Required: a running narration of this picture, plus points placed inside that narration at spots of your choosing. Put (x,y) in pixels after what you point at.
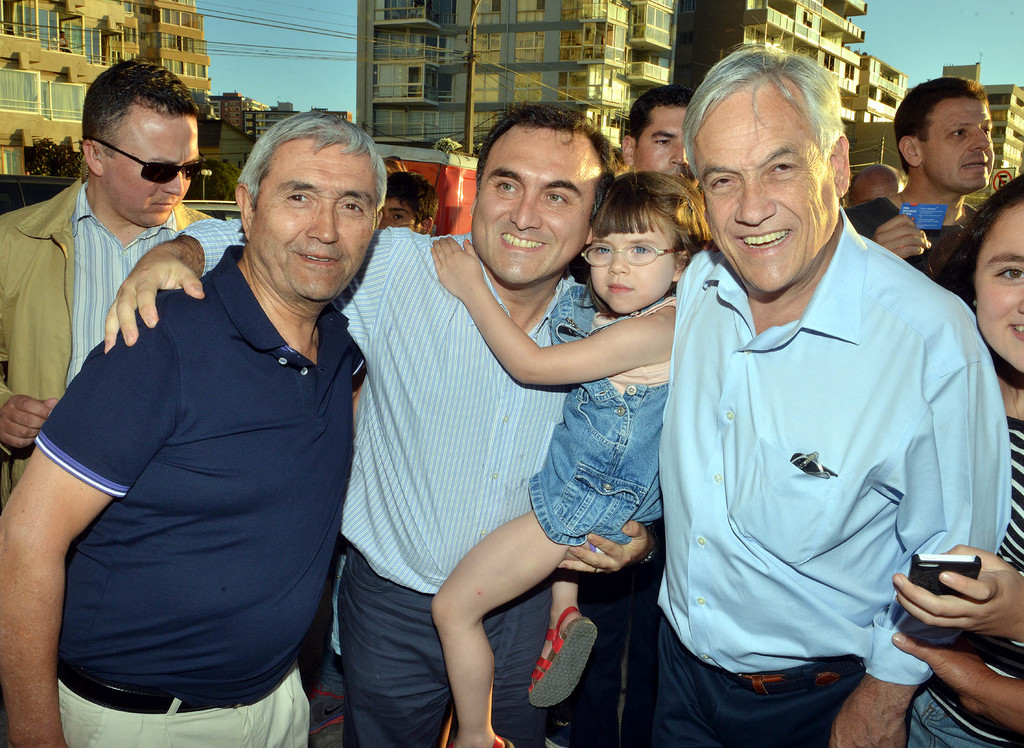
In this picture I can see there are a group of people (555,342) standing here and they are smiling. The person (376,389) at the center (632,434) is carrying a baby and the person (143,196) at left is wearing goggles (132,157) and in the backdrop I can see there are few buildings (507,46) and the sky (333,43) is clear. There is a electric pole (469,92).
